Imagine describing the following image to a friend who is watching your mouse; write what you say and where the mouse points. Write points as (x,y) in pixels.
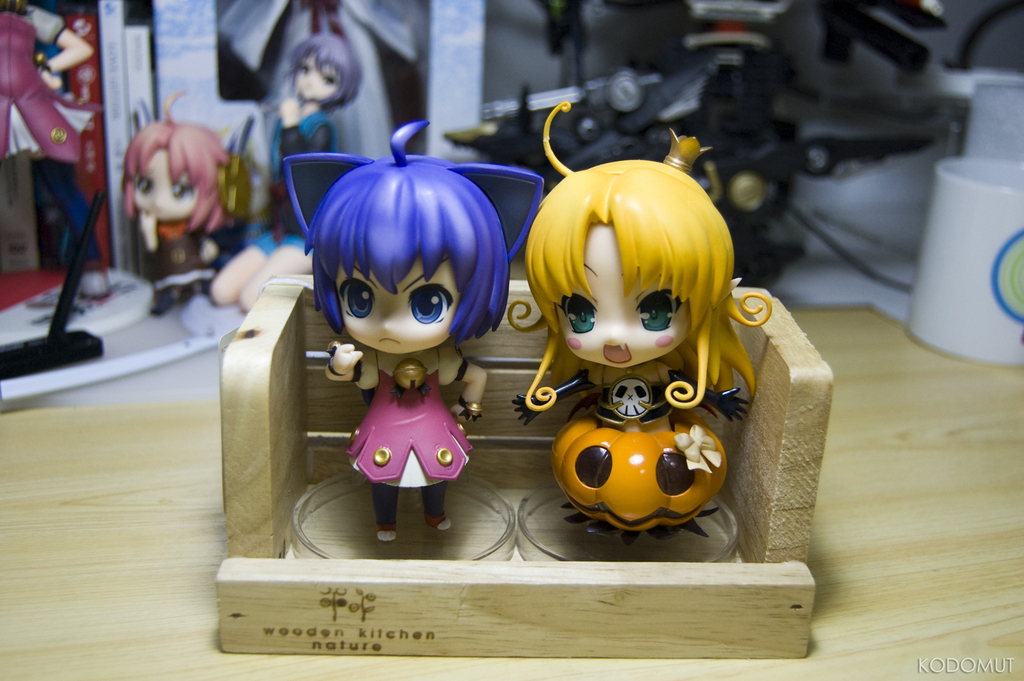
In this picture, there are two toys (460,307) in the wooden board (810,489). One toy (430,474) is in pink and blue in color. Another toy (601,414) is in yellow in color. On the top (663,76), there is a device (732,74). Towards the right (956,236), there is a cup (993,234). On the top left (182,188), there are toys (217,278).
